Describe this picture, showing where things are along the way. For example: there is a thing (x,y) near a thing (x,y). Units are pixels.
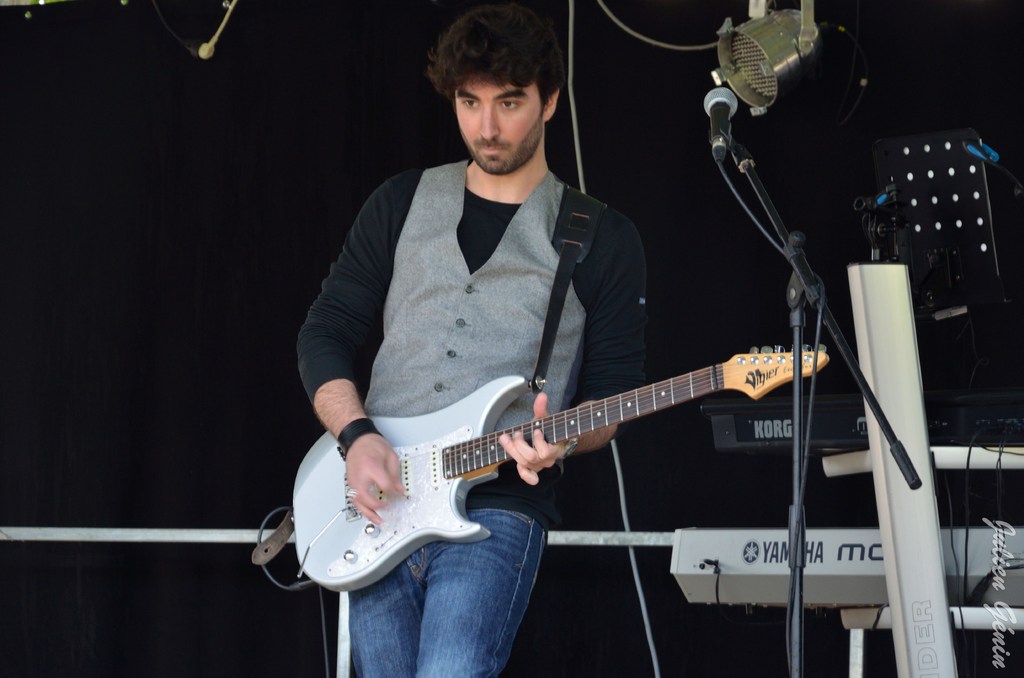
In this image I can see the person (408,326) standing and wearing the black, blue and ash color dress (392,329). I can see one person (384,485) holding the guitar (425,467). To the right (795,551) there is a mic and I can see some musical instruments (811,588) to the side. And I can see the black background (238,115).
